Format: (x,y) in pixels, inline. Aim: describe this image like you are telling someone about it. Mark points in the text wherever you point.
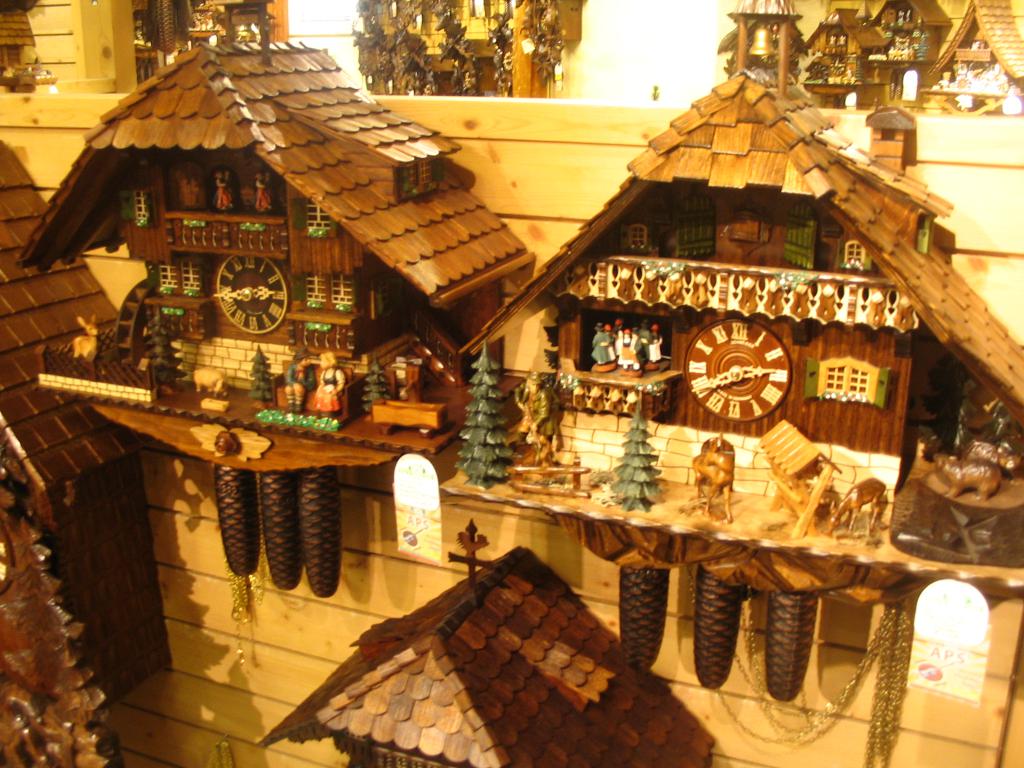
In the foreground of this image (703,333), there are cuckoo clocks (562,362) to the wooden wall (523,162). In the background (988,47), there are many cuckoo clocks (791,42).
